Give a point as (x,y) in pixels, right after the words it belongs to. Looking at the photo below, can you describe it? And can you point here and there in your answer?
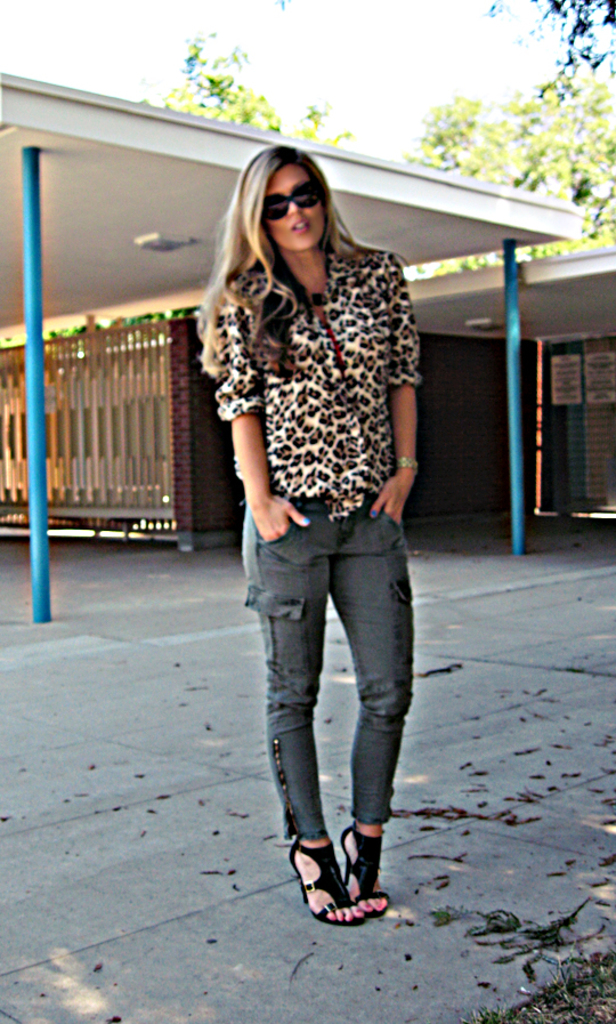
In the middle of the picture (328,523), we see the woman (370,541) is standing. She is wearing the goggles (307,202). She is posing for the photo. Behind her, we see the poles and the wooden wall (130,400). We even see the roof (6,232) of the building (533,330). There are trees (458,131) in the background (475,143). At the top (340,44), we see the sky (314,38).
